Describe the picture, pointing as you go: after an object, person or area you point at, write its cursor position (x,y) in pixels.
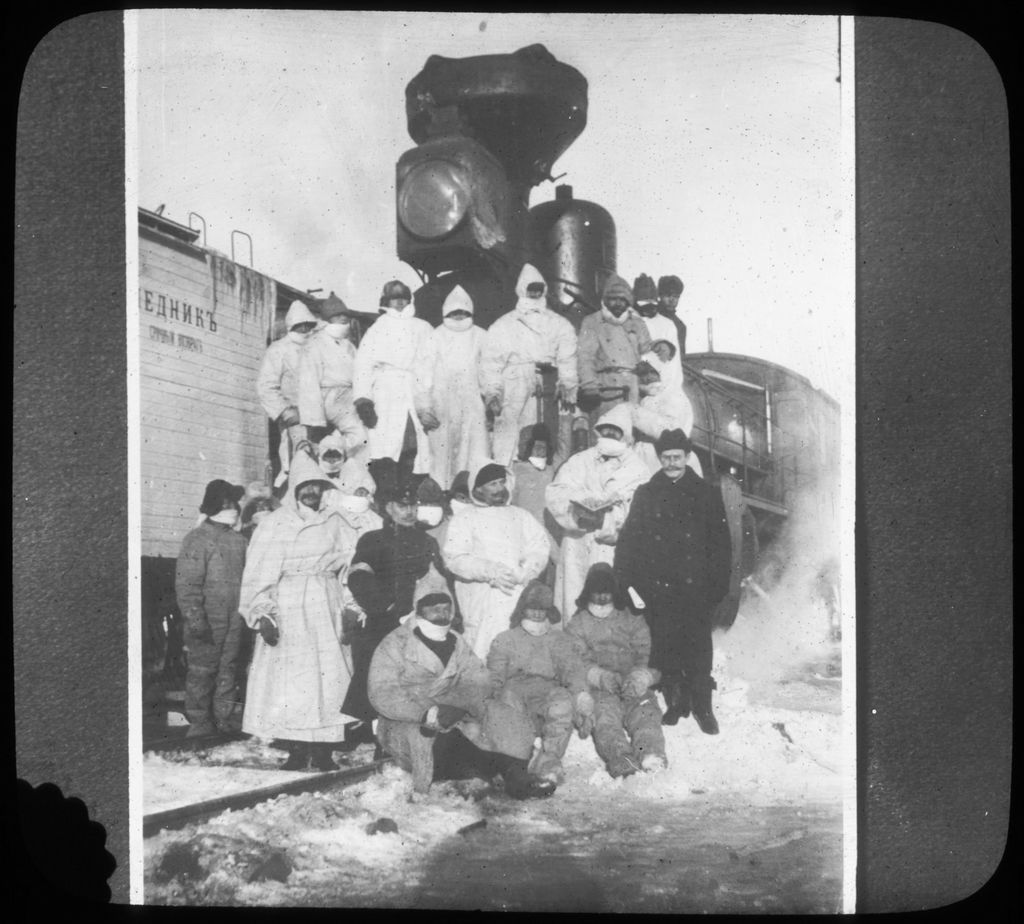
In this image we can see people (283,565) standing and sitting. In the center (439,309) there is a train (570,290) and we can see people (381,400) standing on the train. On the left (167,409) there is a vehicle (183,377). At the top (654,95) there is sky (497,35).
